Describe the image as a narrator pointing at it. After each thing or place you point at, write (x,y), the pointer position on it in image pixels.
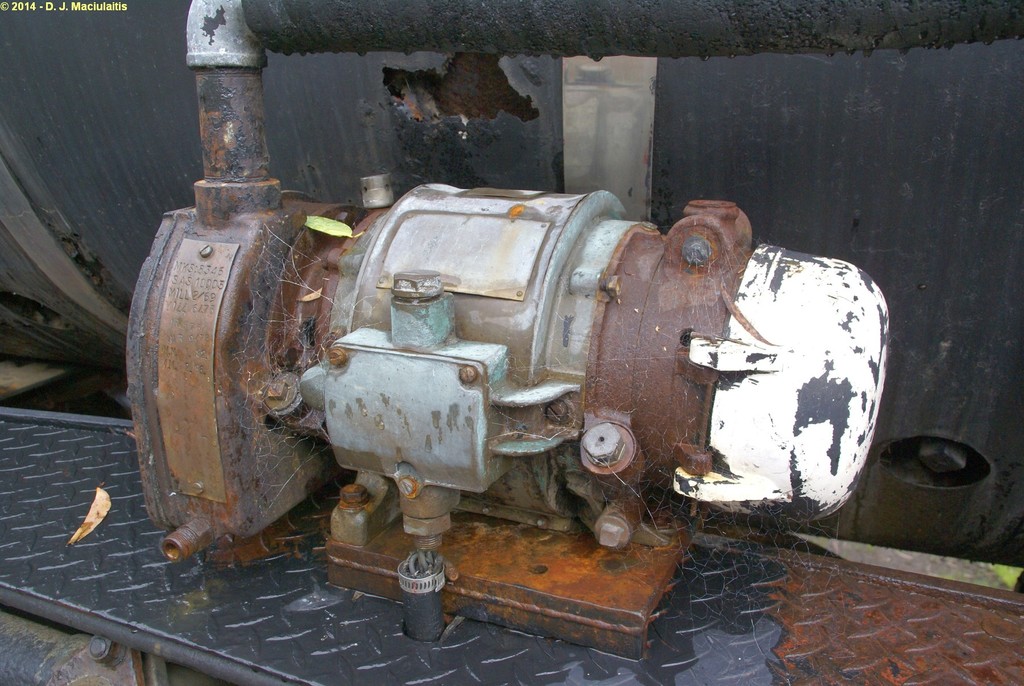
In this picture we can see a motor pump (425,311) with the metal item (196,306) and this is placed on a metal platform (240,590) and here we have a with grease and we have some screws (605,428) to it.
